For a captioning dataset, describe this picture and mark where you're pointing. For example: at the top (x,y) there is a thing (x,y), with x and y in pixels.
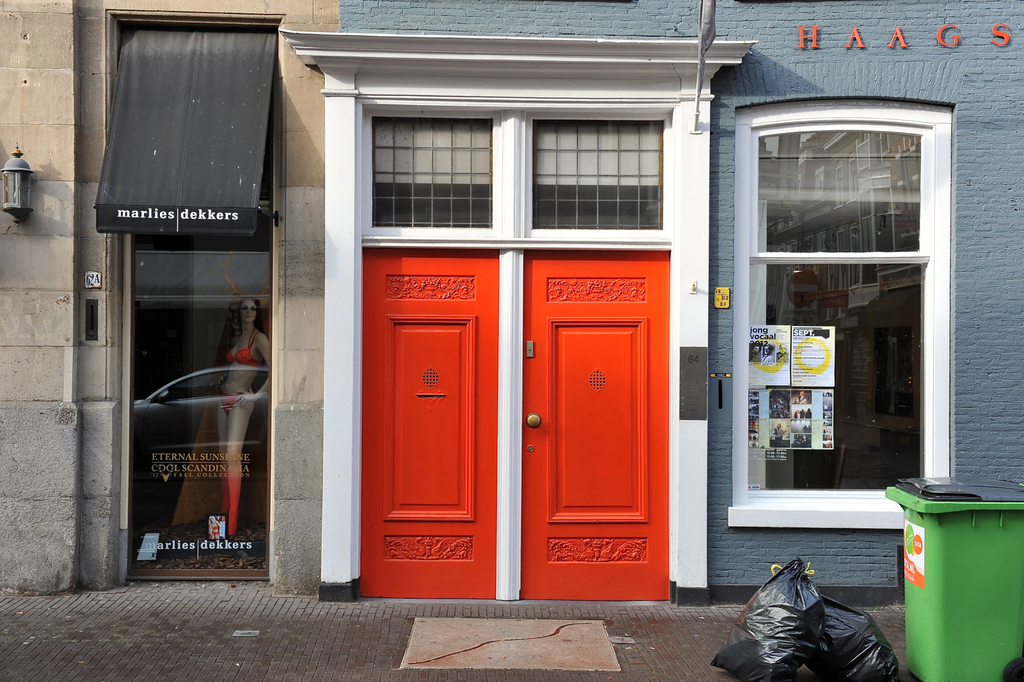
In this image we can see a building (599,381) with doors (603,386), windows (871,302) and a glass wall (233,426). Also there are posters (774,386) on the window (792,298). And there is a name (899,33) on the wall (873,84). There is a dustbin (918,557). Near to the dustbin (912,574) there are packets (830,619). And there is a lamp (13,188) on the wall (34,193). And we can see an animated image of a woman (228,407) on the glass wall (226,428) with text (183,464).
